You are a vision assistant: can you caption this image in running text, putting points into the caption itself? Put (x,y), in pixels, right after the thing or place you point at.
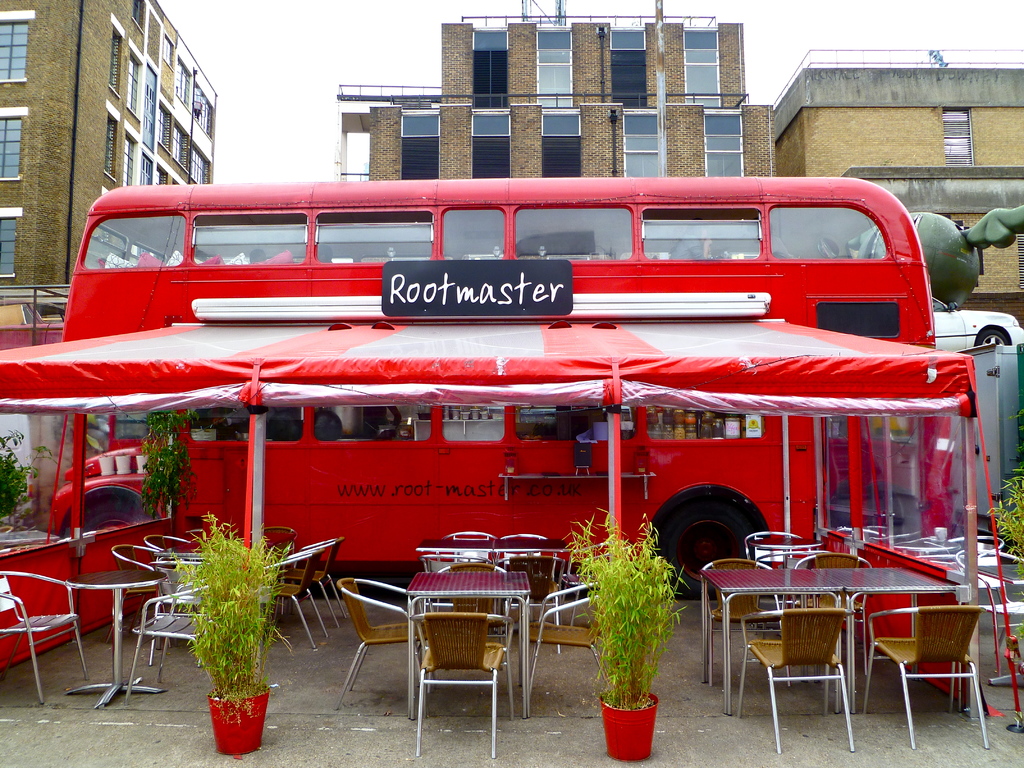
There is a bus (751,237) in the image which is in red color and the bus (712,278) is also named as root master. On the bottom (480,551) we can see some tables (457,587), chairs (468,645). On the left side (252,576) and right side we can see some plant (237,659) with flower pot (249,697). On the background (475,153) we can see buildings (475,153) and sky (324,65) on the top (297,54).
